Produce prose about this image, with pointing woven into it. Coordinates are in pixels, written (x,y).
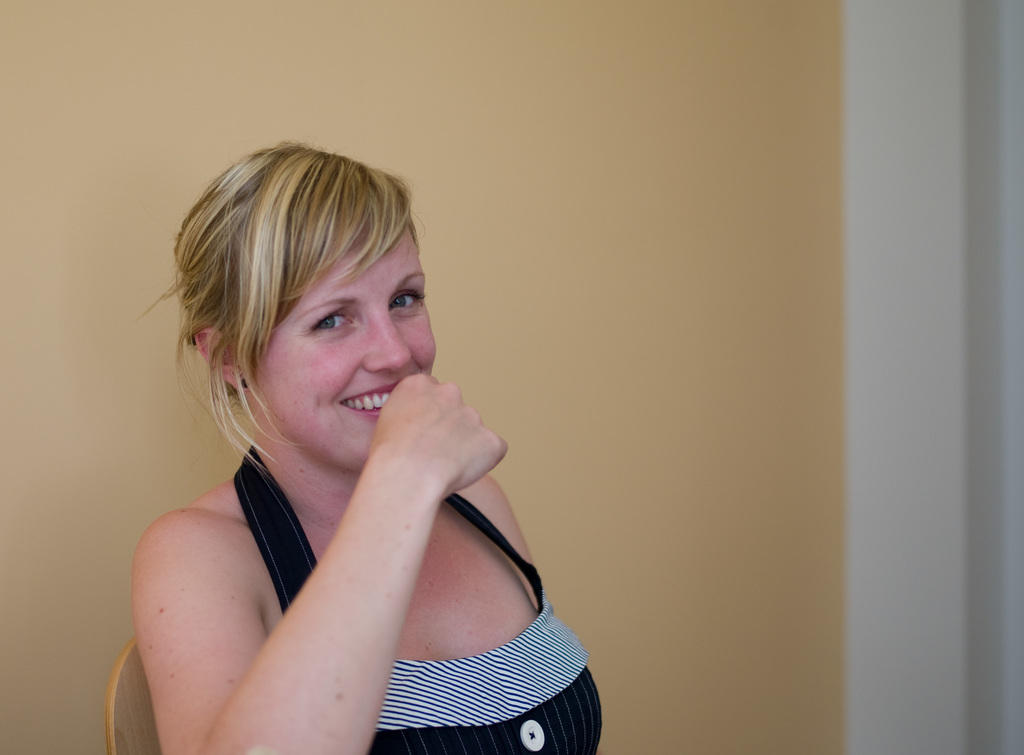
In this image I can see a woman (338,583) wearing black and white colored dress (458,738) is sitting on a chair (120,716). I can see the cream and white colored wall (577,139) in the background (884,117).
